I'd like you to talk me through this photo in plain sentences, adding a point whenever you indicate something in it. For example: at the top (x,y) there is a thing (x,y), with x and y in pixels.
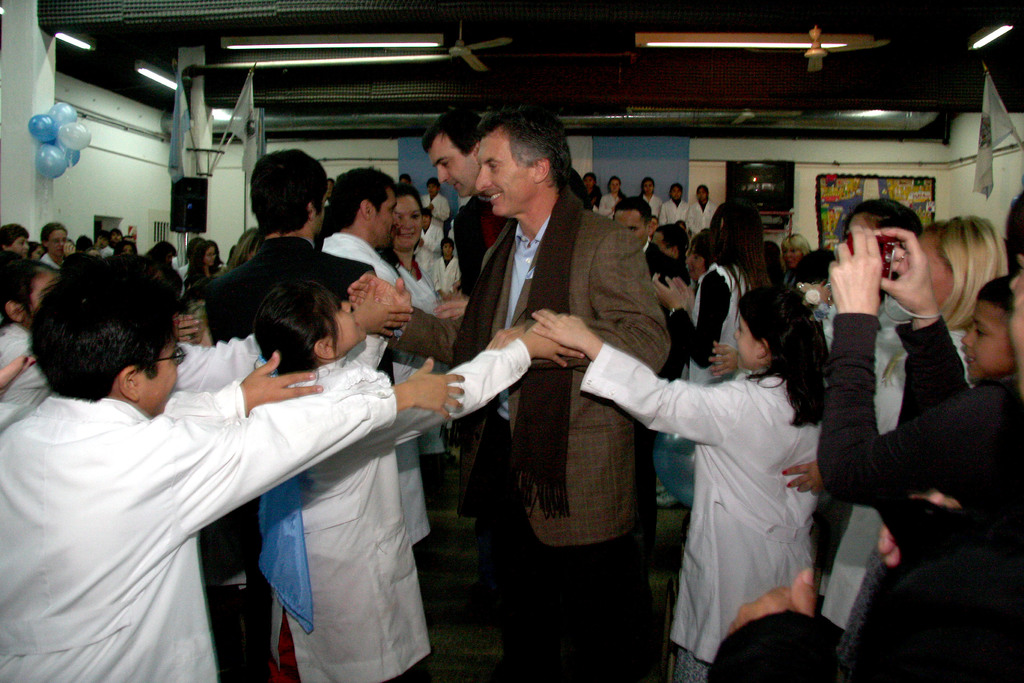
In the picture there are few men (467,276) standing in the middle of the room (560,273) and around them there are many children (344,347) and other people (153,251), on the right side (901,415) a person (923,326) is taking photographs, in the background (107,169) there is a wall (149,169) and on the left side (55,115) there are balloons (74,112) and there is a speaker (206,187) fit to a pillar (203,154) and there is a television (793,175), beside the television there is some poster (845,187).
